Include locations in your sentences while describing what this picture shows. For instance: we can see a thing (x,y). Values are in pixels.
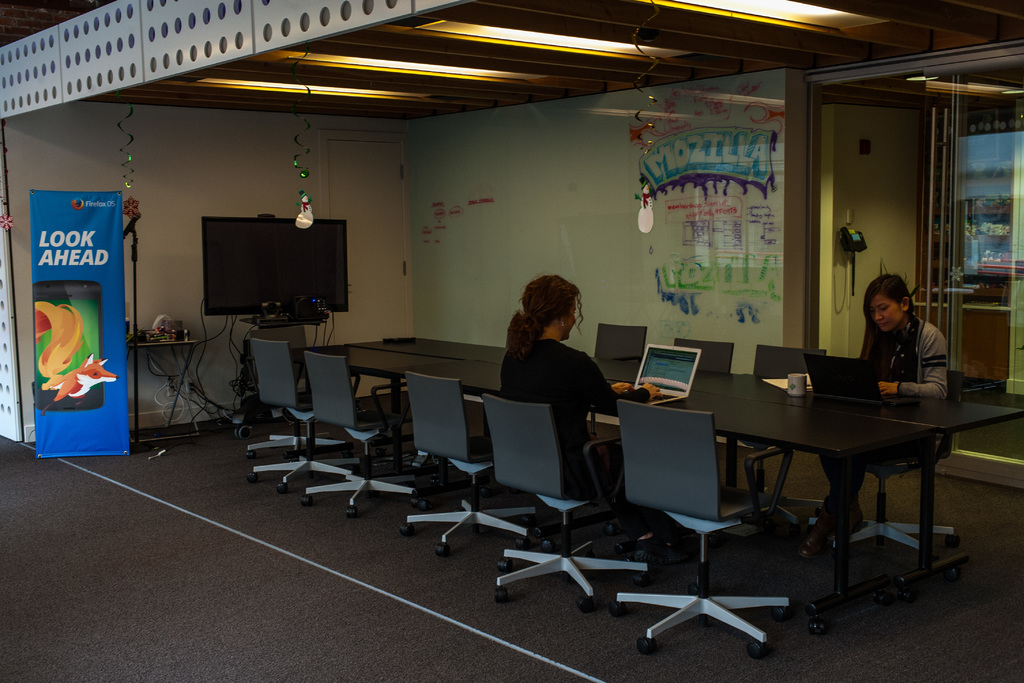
In this image we can see women (585,408) sitting on the chairs (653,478) and working on the laptops (834,365) that are kept on the table (479,385). In addition to this we can see an advertisement stand (80,318), side table (180,344), cables (193,384), television set (325,258), walls (639,174), floor (285,540) and decors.
